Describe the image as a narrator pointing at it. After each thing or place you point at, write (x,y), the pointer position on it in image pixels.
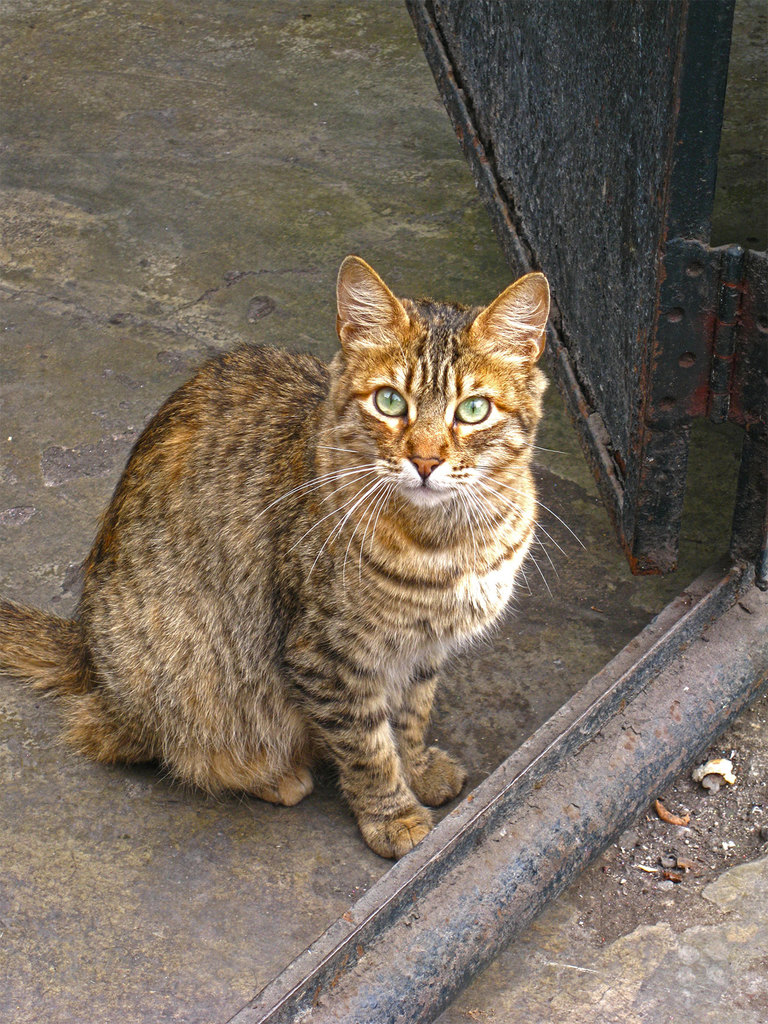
In front of the image there is a gate (592,75). Beside the gate (597,354) there is a cat (462,598).
